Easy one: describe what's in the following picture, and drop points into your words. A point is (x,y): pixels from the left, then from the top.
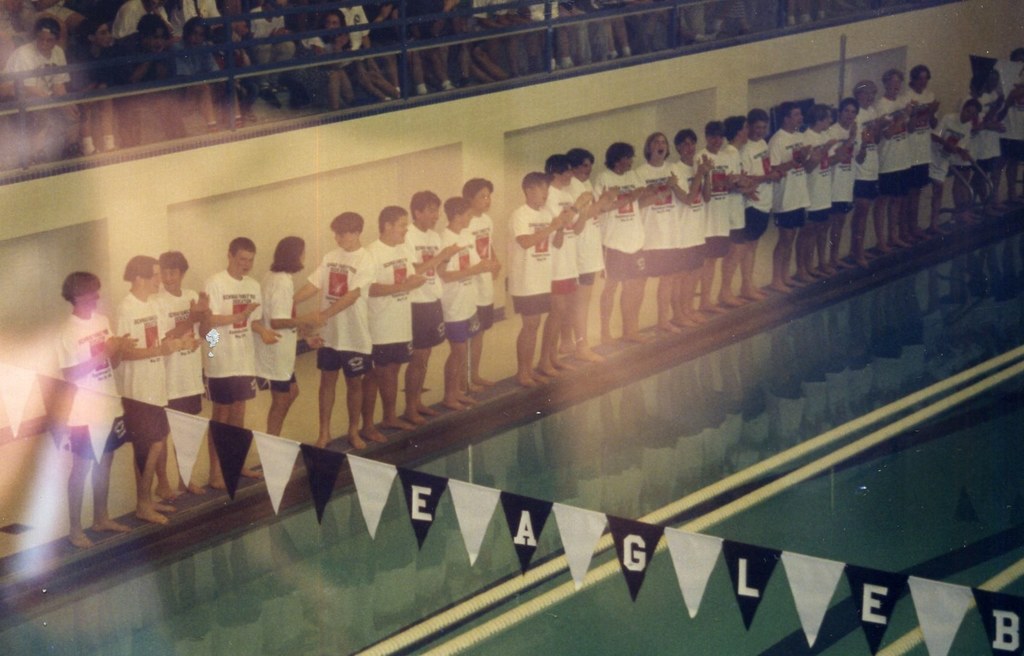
In the image there are many people (267,309) with white t-shirts (185,381) and black shorts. In front of them there is water (503,540). There are decorative flags (274,483) which are black and white color and there are few alphabets (1012,622) on it. At the top of the image (59,73) there is a fencing (187,49). Behind the fencing (18,99) there are few people (108,30).
